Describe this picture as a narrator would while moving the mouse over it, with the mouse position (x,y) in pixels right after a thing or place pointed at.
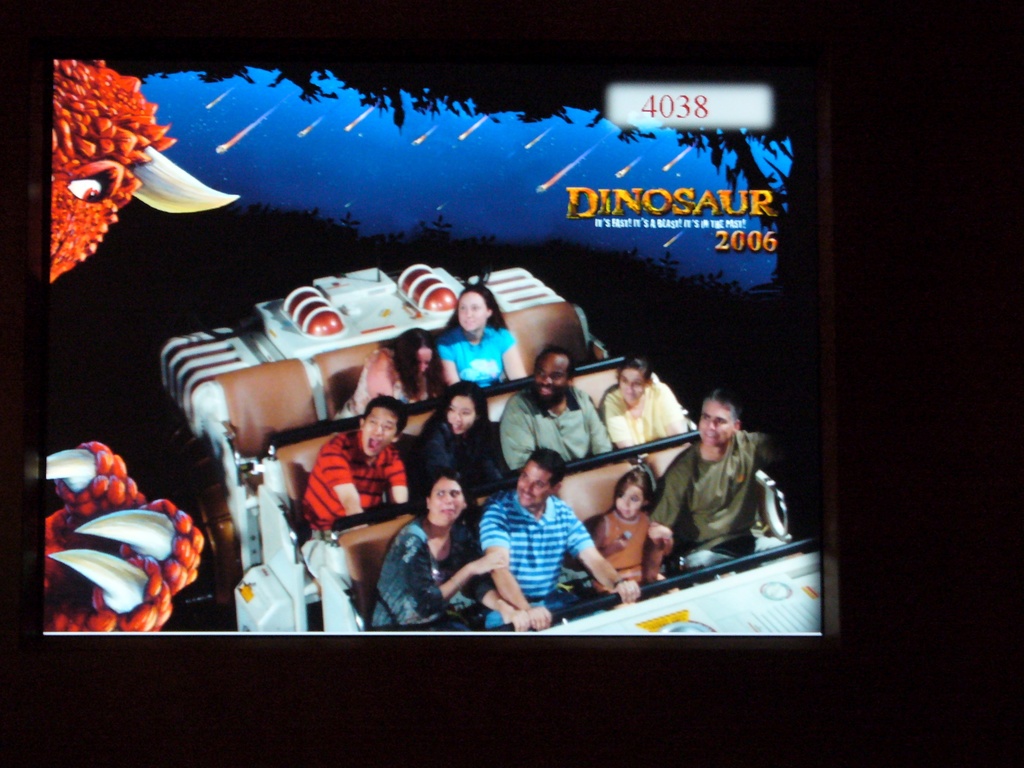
In this image I can see there are number of persons (574,521) sitting in the vehicle (275,498) and on the right side (743,235) corner I can see a text (739,205) written in the image. on the left side (97,180) corner there is a eye (94,197).
